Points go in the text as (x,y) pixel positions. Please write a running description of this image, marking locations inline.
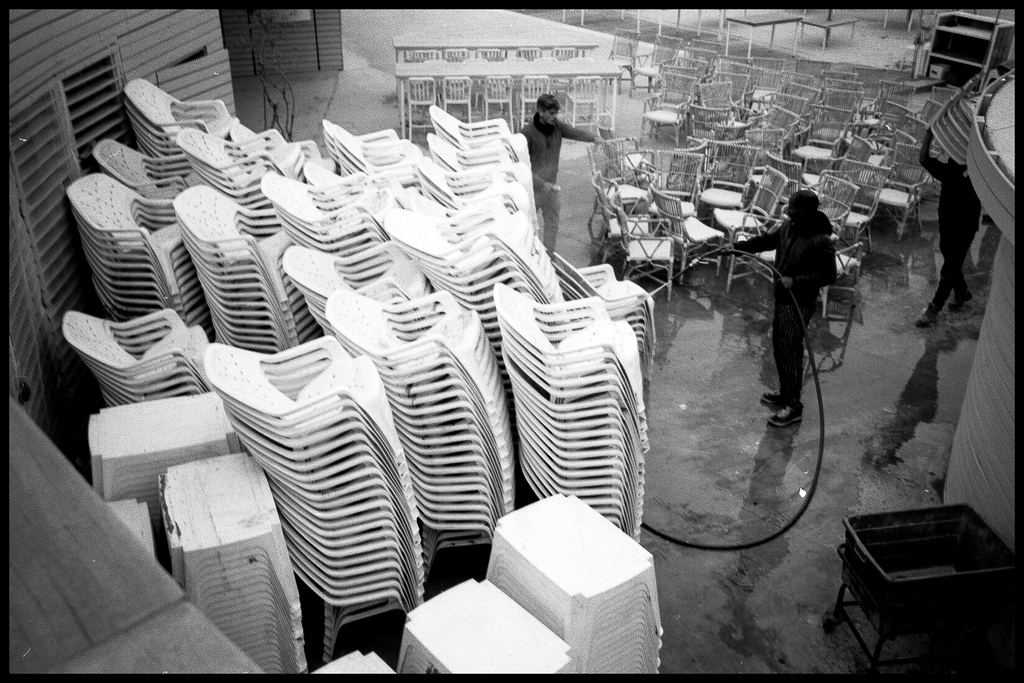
This image consists of many chairs (416,217). And we can see three persons (778,240) in this image. In the front (786,421), we can see a person (800,348) holding a pipe (703,257) and washing the chairs (665,250). At the bottom (771,597), there is ground (766,575). On the right (877,585), there is a tub (872,569). On the left (80,174), we can see a window (92,122) and a door (56,170).
